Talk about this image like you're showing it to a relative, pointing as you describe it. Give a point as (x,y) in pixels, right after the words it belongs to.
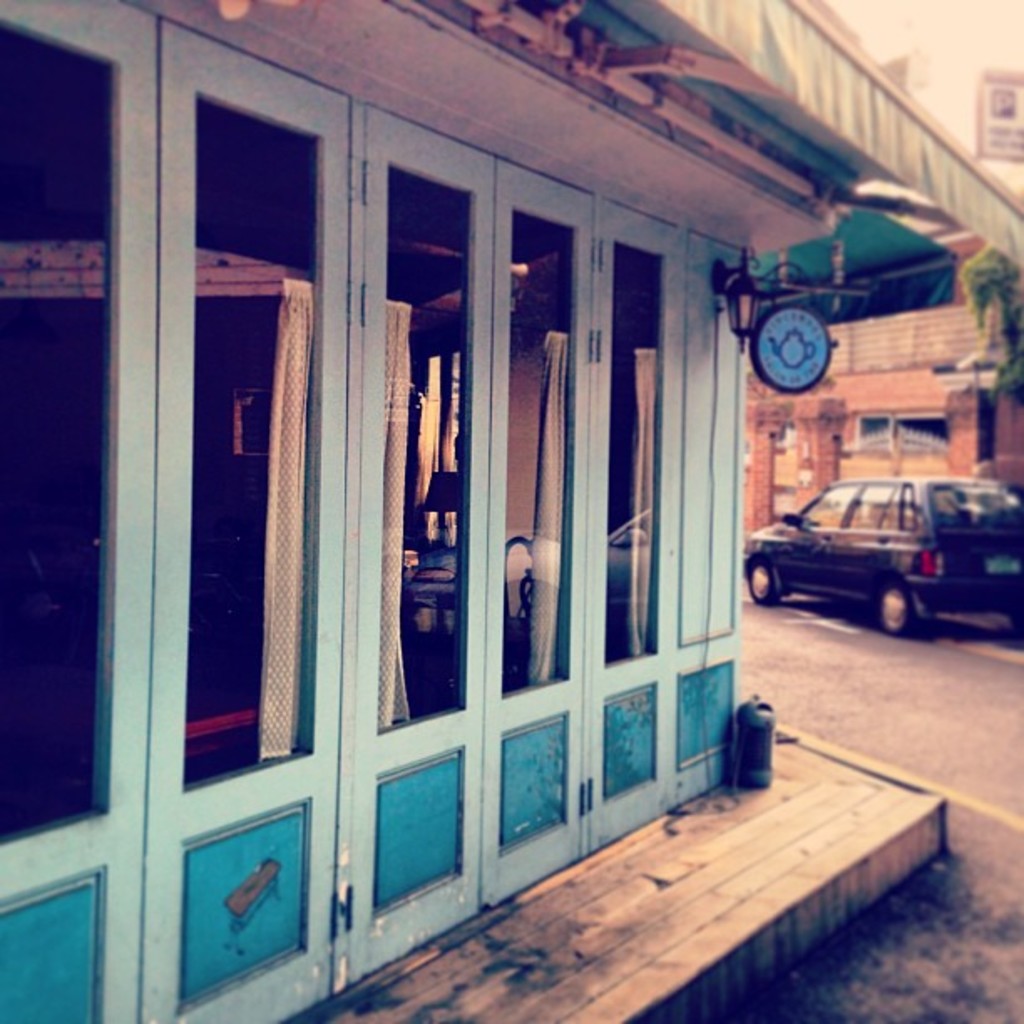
In the picture I can see buildings (893,405), a vehicle (940,529) on the road (900,741), glass windows (55,746), curtains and some other things (816,340). The background of the image (890,360) is blurred.
